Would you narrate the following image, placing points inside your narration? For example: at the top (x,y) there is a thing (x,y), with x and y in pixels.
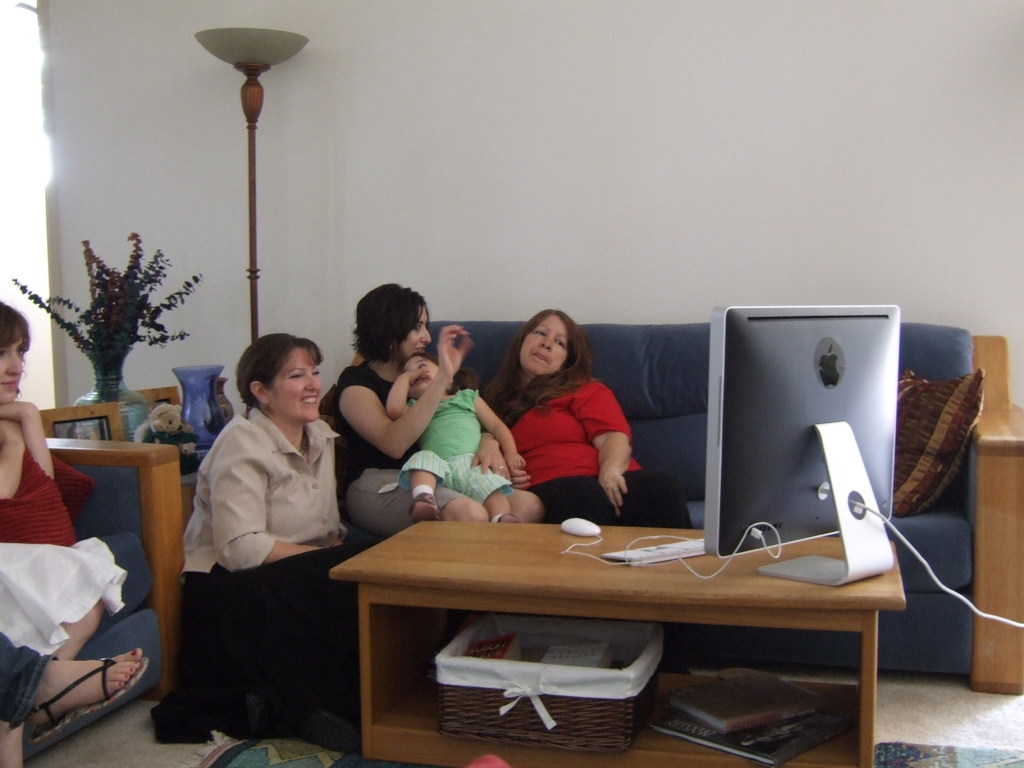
There are group of people (264,437) sitting and looking at the mac desktop (739,430) which is on the table (557,555).
